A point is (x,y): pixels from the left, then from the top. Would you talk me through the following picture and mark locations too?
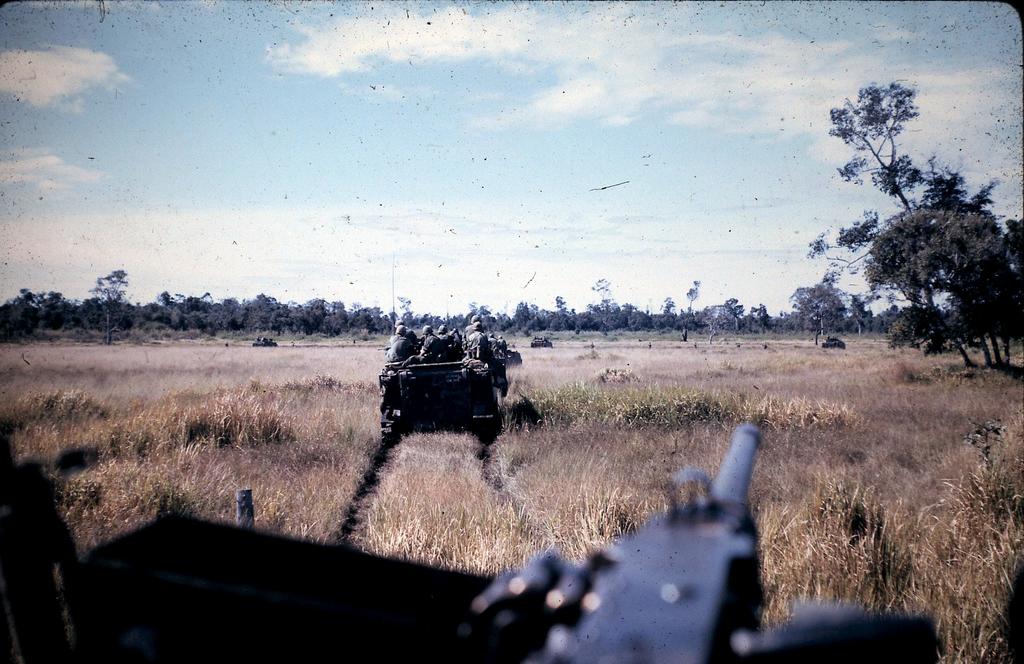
In this image we can see a vehicle (426,414) on the grassy land (906,475). We can see army people (397,357) in the vehicle (447,369). At the bottom of the image (672,613), we can see a weapon (703,613). In the background (72,312), we can see trees (963,327) and poles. At the top of the image (387,142), we can see the sky (584,85) with some clouds (388,45).
